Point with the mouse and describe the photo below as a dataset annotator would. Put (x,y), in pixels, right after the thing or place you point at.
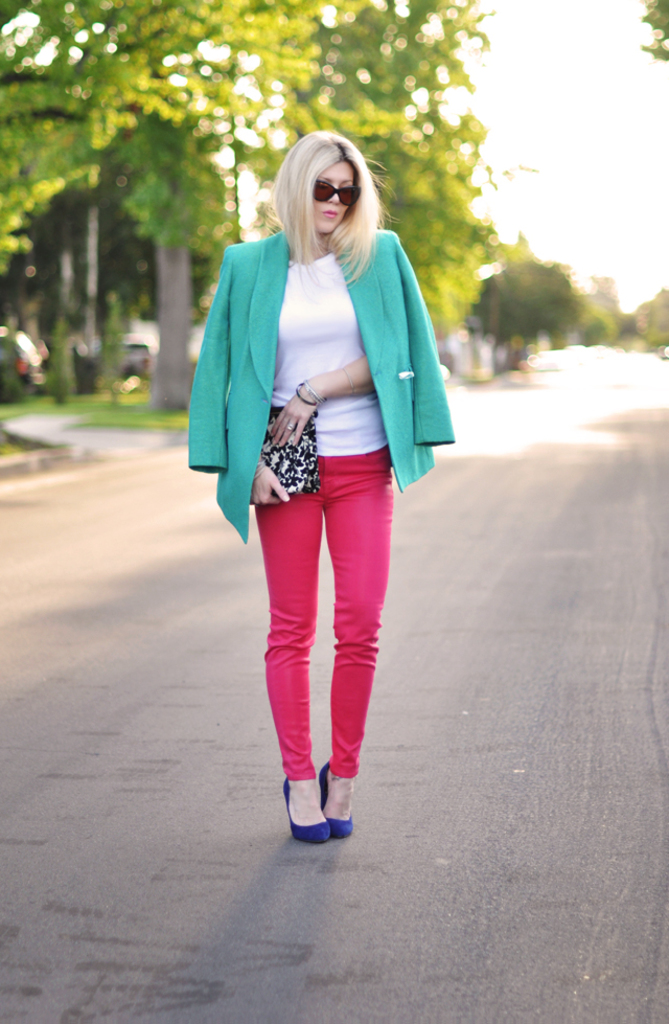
In this image we can see a lady (232,285) wearing goggles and holding a bag (292,458). Also she is standing on a road (390,713). In the background (95,160) there are trees (557,285) and sky (565,155).
